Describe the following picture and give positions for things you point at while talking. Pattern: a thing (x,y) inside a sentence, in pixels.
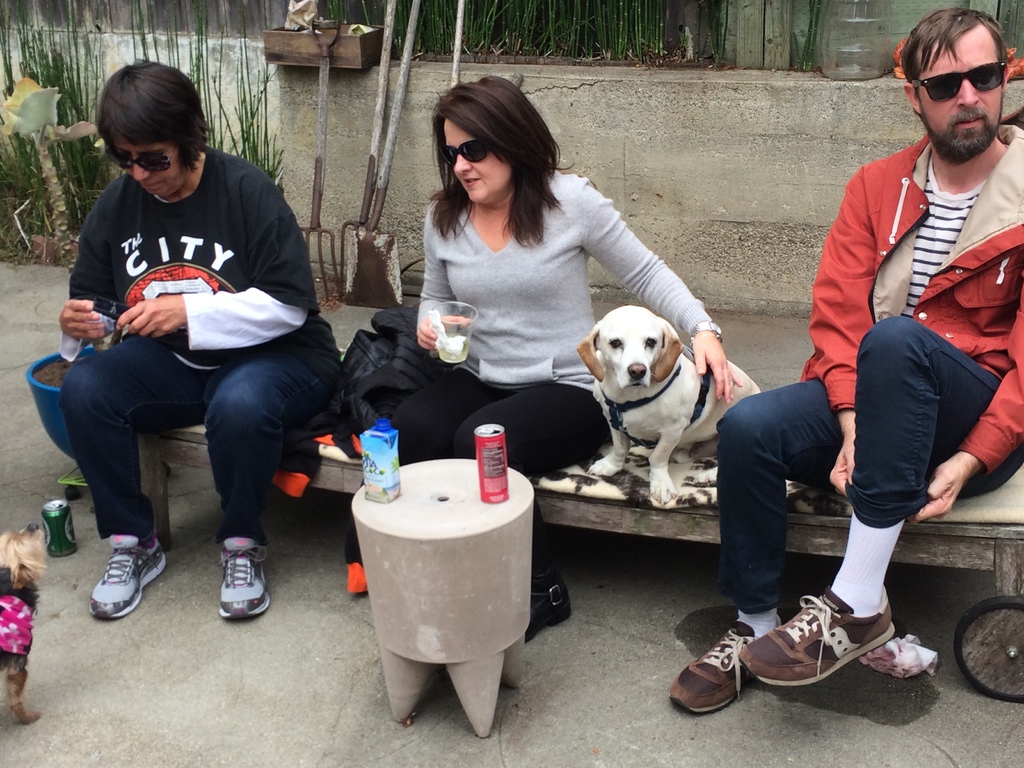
This picture describes about three people (479,206) and two dogs (612,434), three people (254,234) and the dog (653,393) is seated on the bench (635,462), in front of them we can see bottles (391,435) and tins (62,520), in the background (101,160) we can see couple of plants (532,34).
